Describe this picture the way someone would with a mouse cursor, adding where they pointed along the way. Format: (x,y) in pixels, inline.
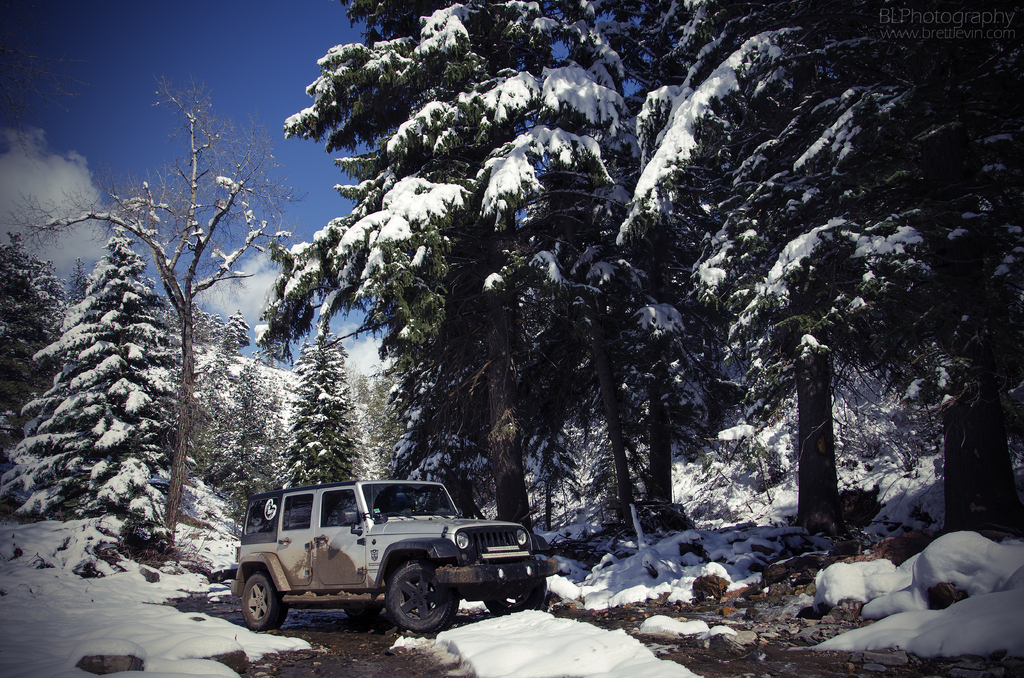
In this picture there are trees (610,183), there is snow (662,148) on the trees (673,126). In the foreground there is a vehicle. At the top (201,139) there is sky (171,248) and there are clouds (243,288). At the bottom (552,627) there is snow (659,673) and there are stones (749,675).
